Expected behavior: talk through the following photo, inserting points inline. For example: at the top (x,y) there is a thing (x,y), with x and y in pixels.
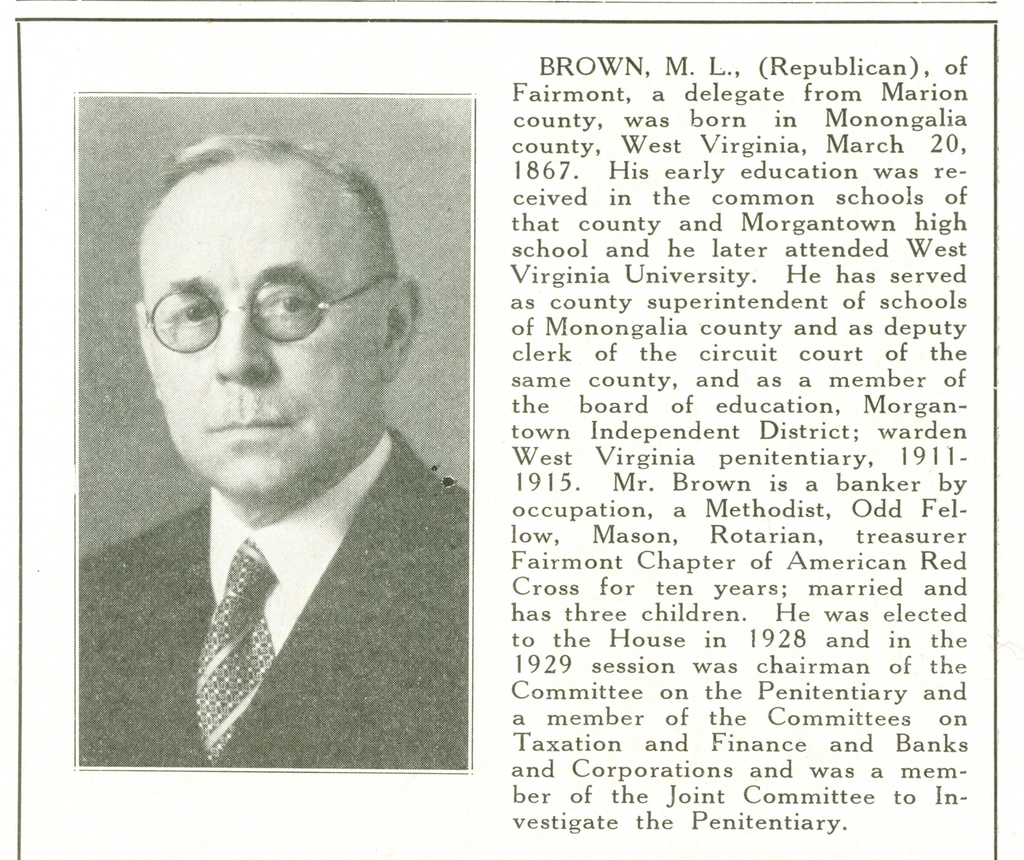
Something written on this poster (778,700). Here we can see a picture (314,607) of a person (415,495) and he wore spectacles (205,336).
